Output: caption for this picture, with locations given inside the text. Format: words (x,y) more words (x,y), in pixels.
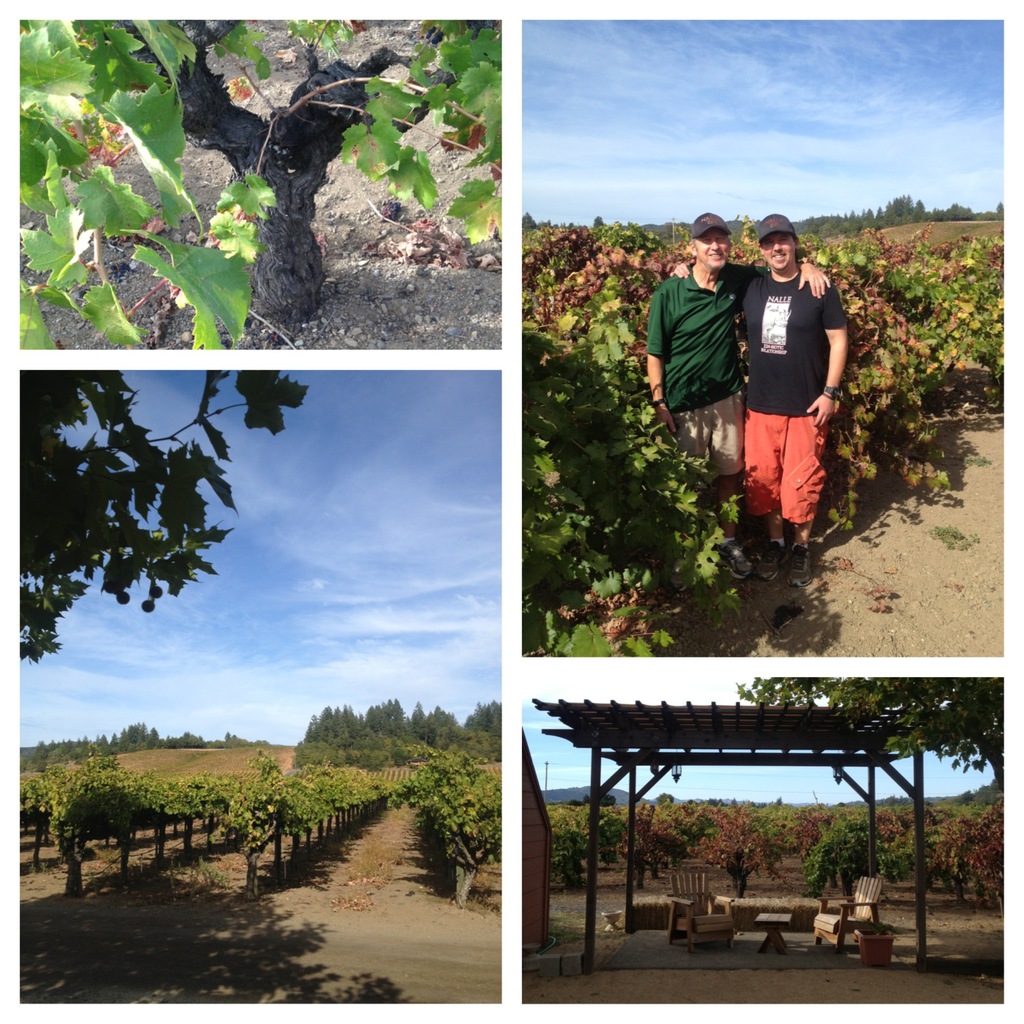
In the picture I can see four images. In the first image I can see a plant (294,227). In the second picture, we can see two persons (686,348) wearing T-shirts (680,352) and caps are standing near the plants (685,520), in the background (642,193), we can see trees (660,237) and the blue color sky (653,199) with clouds (629,179). In the third picture we can see the plants (453,808), trees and the blue color sky (285,694) with clouds (420,633). In the fourth picture we can see the pergola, chairs (846,898) and table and in the background (575,841), we can see the plants (665,811), trees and the sky (927,788).
